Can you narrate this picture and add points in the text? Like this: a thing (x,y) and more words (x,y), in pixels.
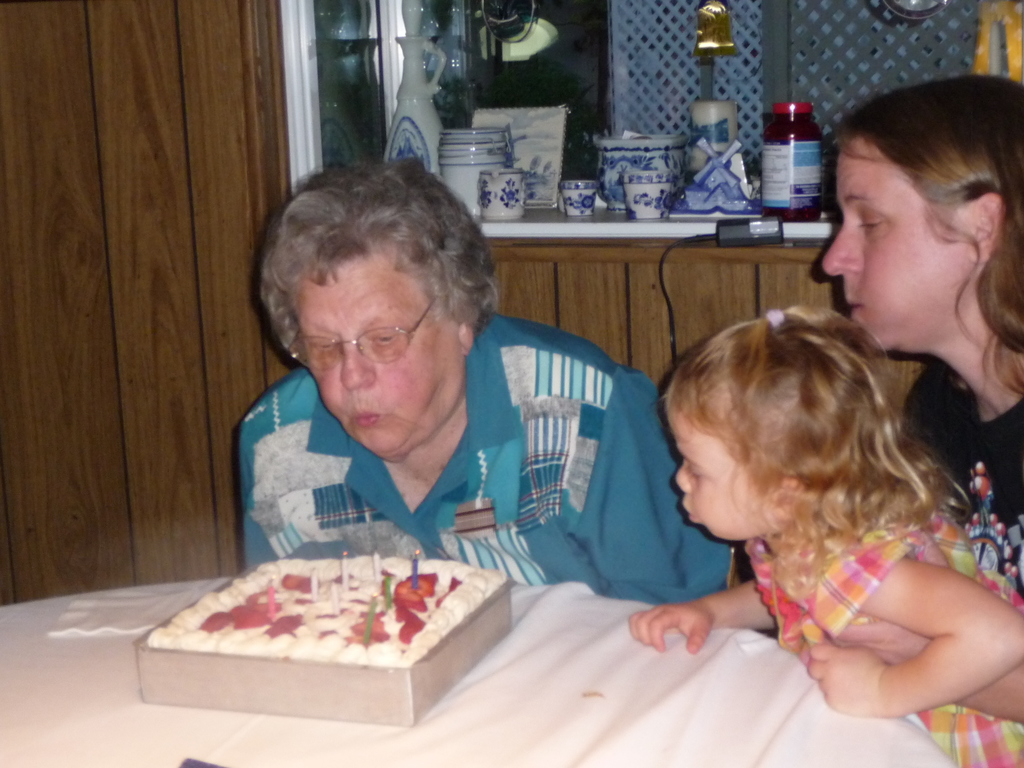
In this image there are three persons (543,511) at the middle of the image (461,409) there is a person (474,460) wearing blue color dress (580,533) blowing the candles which are on the cake (309,626) and at the background of the image (404,125) there are cups (491,202), bottles (812,141).
